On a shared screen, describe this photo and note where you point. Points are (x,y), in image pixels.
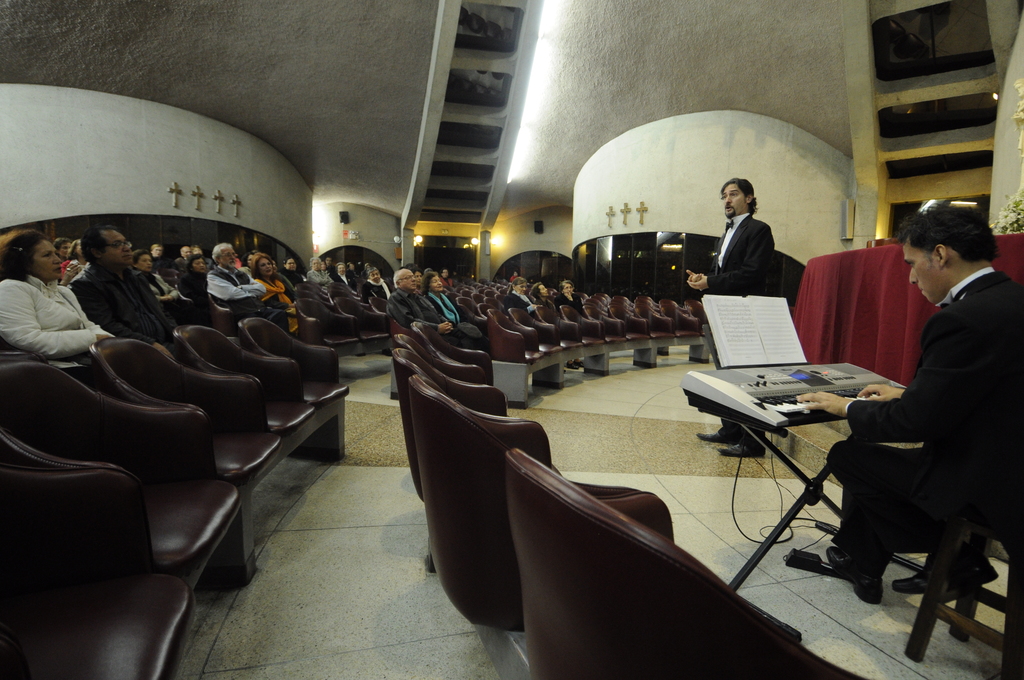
This image is taken indoors. At the bottom of the image (400,541) there is a floor (710,466). At the top of the image (395,43) there is a roof (598,50). In the background (804,180) there are a few walls (637,208) with doors (644,262). There are a few lights (473,239). There are a few cross symbols (174,202) on the walls (762,208). On the right side of the image (809,274) there is a table (860,262) with a tablecloth (871,260), a bouquet (1000,218) and a statue (1020,123) on it. A man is sitting on the stool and playing music on the keyboard (775,393). There is a board (737,320) with a text (748,331) on it. A man (744,233) is standing on the floor (699,458). On the left side of the image (183,270) many people (268,288) are sitting on the chairs (232,321) and there are many empty chairs (158,524).
